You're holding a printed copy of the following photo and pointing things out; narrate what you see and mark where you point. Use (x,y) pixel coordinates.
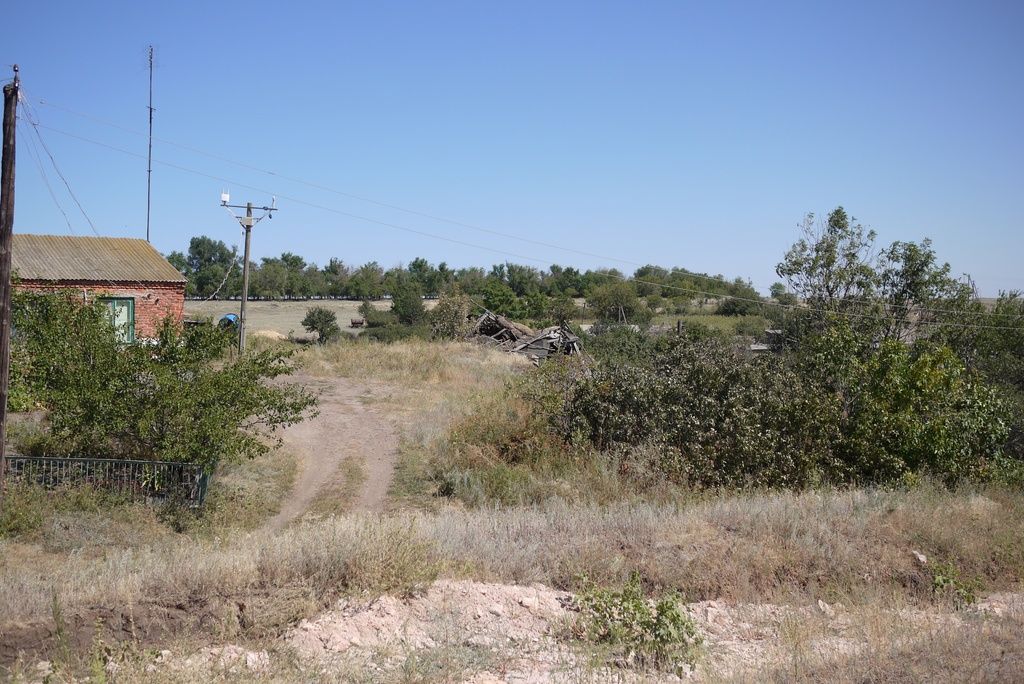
On the left side (69,247), there are buildings (97,240), poles (272,213) having electric lines (23,97), trees (257,383), a fence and grass (229,482) on the ground (238,600). On the right side (881,495), there are trees (723,304), plants (456,328) and grass (618,511) on the ground (618,511). In the background (308,72), there is blue sky (229,80).
